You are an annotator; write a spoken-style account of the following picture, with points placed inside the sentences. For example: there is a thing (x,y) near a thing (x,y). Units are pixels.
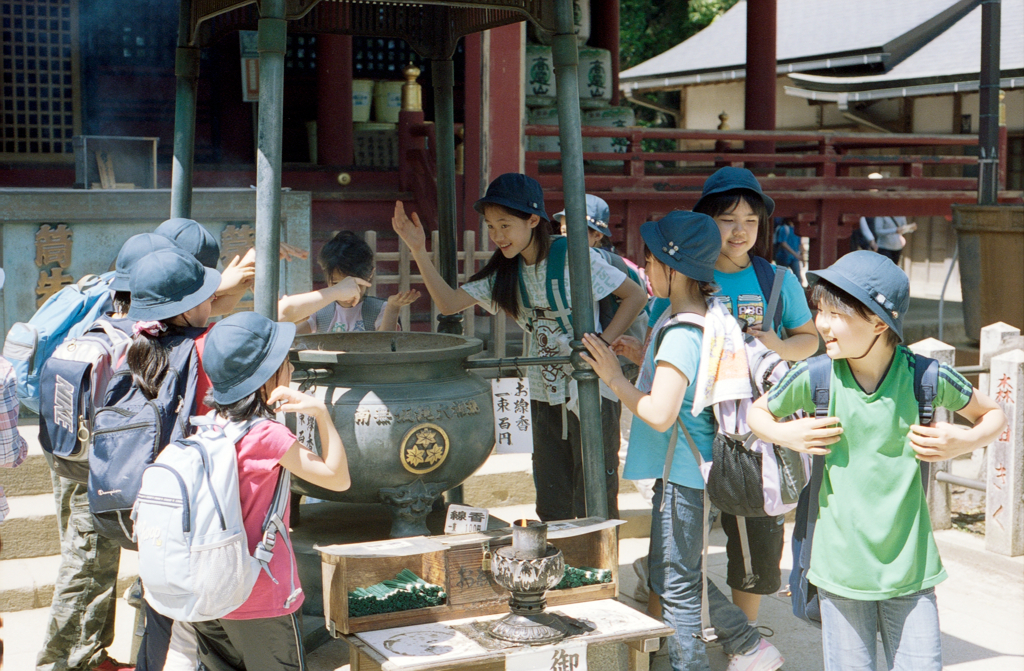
In this image there are a few kids (439,286) wearing bags (672,324) are standing with a smile on their face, around them there are houses (792,169).
